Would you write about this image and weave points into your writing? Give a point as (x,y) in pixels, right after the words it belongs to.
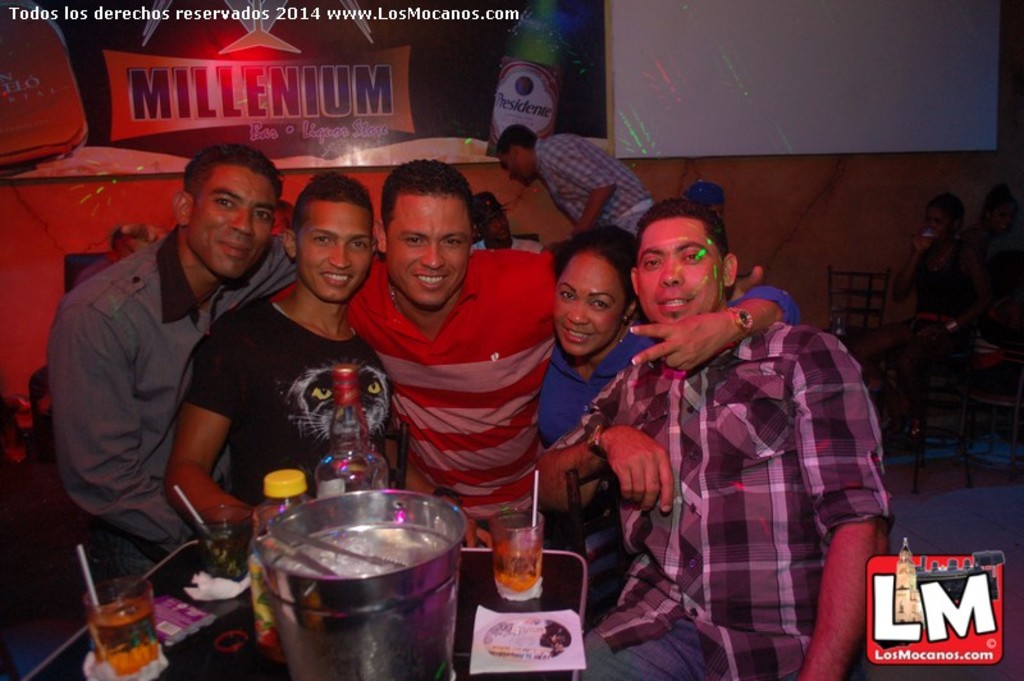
In this image I can see five persons (532,404) posing. There are bottles (261,631), glasses (525,577), and some other objects (451,529) on the table (554,599). There are few people (963,294) in the background (502,171), there are chairs (856,314) and there are boards (732,103) attached to the wall (864,175). Also there are watermarks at the top (11,22) and bottom of the image (875,597).
